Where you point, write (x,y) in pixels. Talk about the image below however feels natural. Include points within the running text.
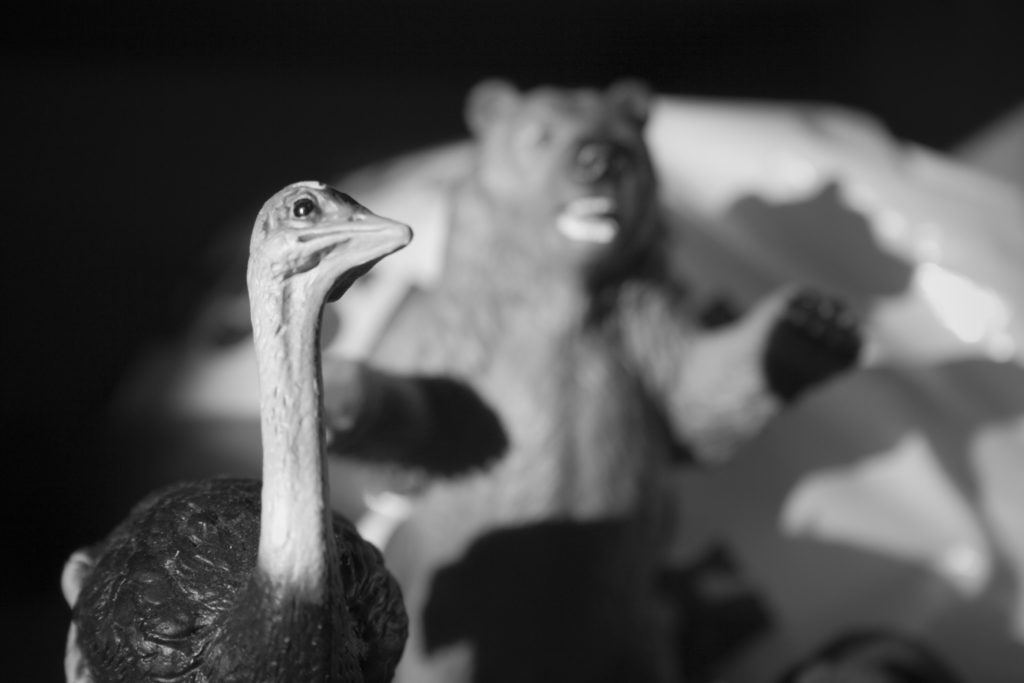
It is a black and white picture. In the image in the center (444,388), we can see one bird (263,474) and one animal (420,489).
